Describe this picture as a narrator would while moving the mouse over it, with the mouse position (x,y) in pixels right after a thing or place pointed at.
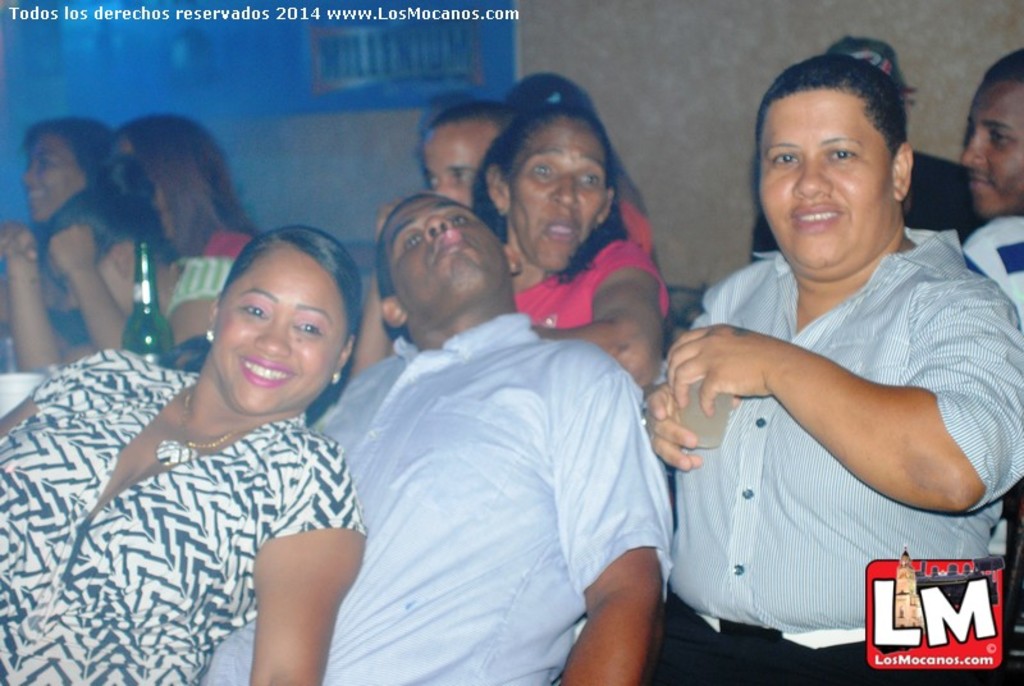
In this picture there are two women (963,534) and a man (456,436), the women (110,493) smiling and giving a pose into the camera. Behind there are many people (560,271) sitting and enjoying. In the background (325,103) we can see the blue color banner (211,59) and a grey wall (789,30).
